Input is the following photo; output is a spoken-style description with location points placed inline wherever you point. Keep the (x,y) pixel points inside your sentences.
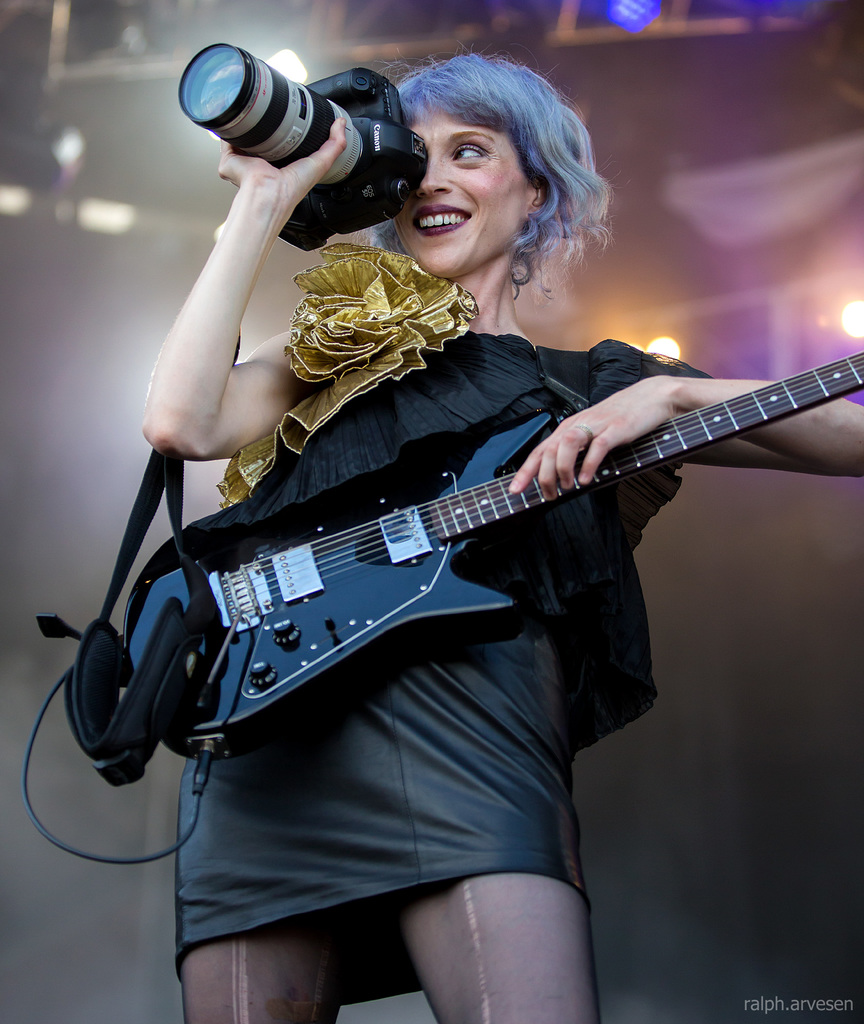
This woman (553,556) is holding a guitar (304,571) and camera (373,172). On top (283,60) there is a light (291,69).
